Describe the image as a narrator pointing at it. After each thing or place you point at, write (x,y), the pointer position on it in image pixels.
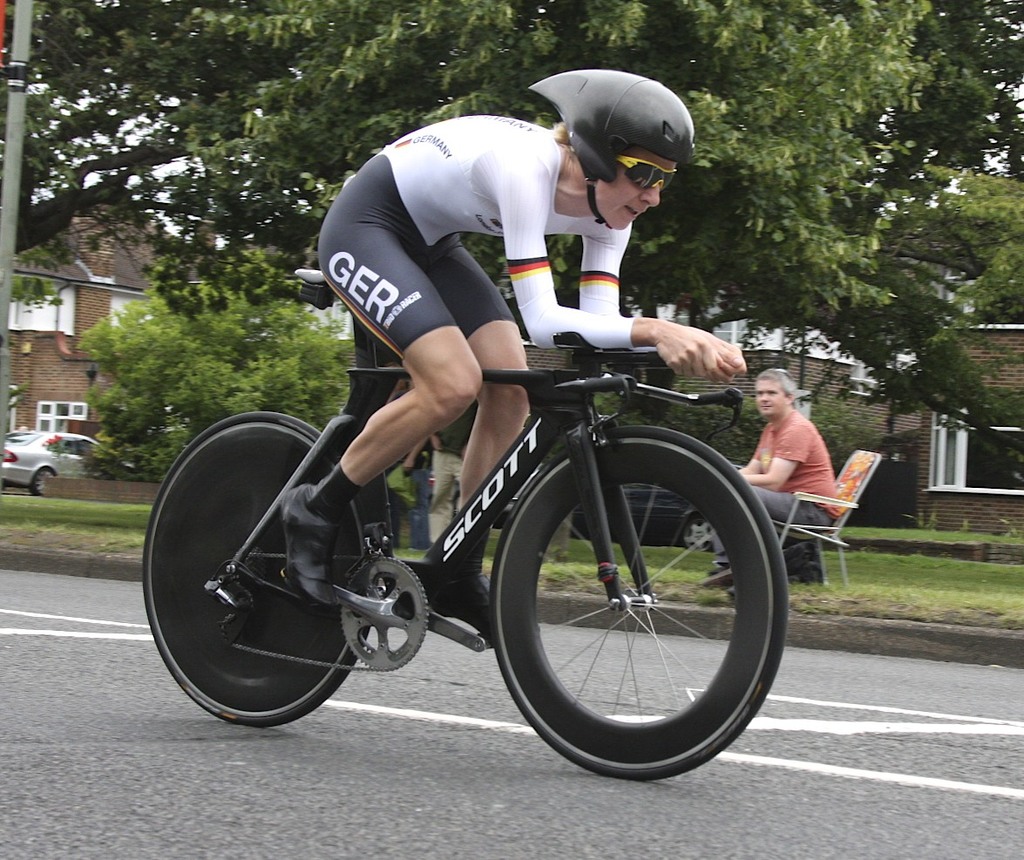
There is a person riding bicycle (727,404) and there is a person (771,393) sitting beside him.
